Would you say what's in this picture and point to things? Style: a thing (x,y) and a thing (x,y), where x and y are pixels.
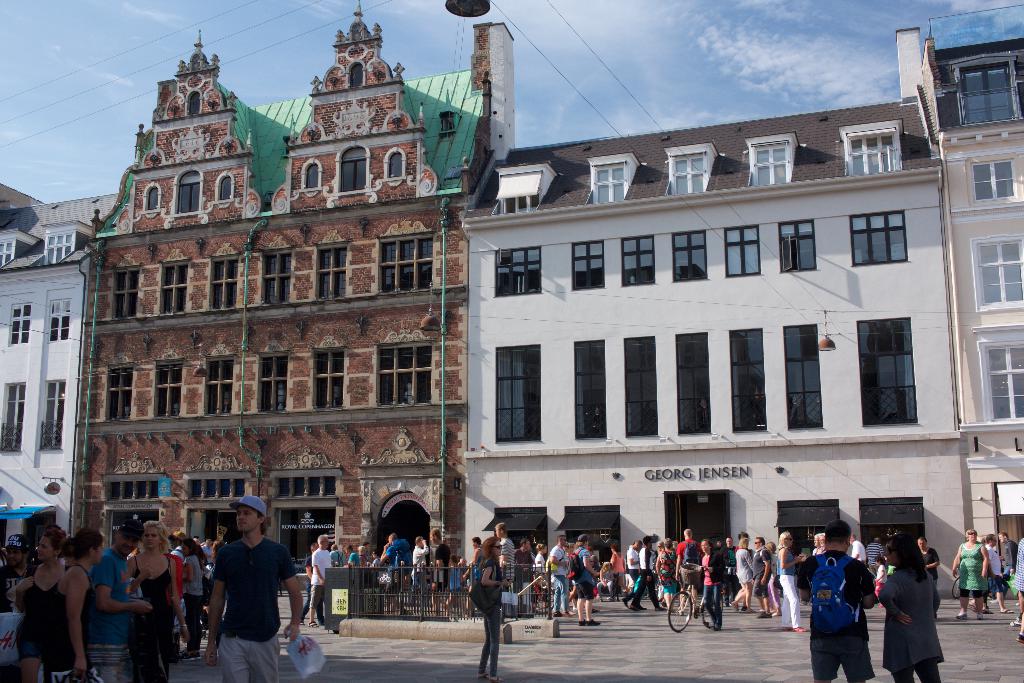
In this picture I can see the path (361,677) in front (649,667), on which there are number of people (558,568) and I can see a person (705,551) on a cycle (693,569). In the background (315,206) I can see the buildings (716,355), few wires (596,107) and the clear sky (256,63).
